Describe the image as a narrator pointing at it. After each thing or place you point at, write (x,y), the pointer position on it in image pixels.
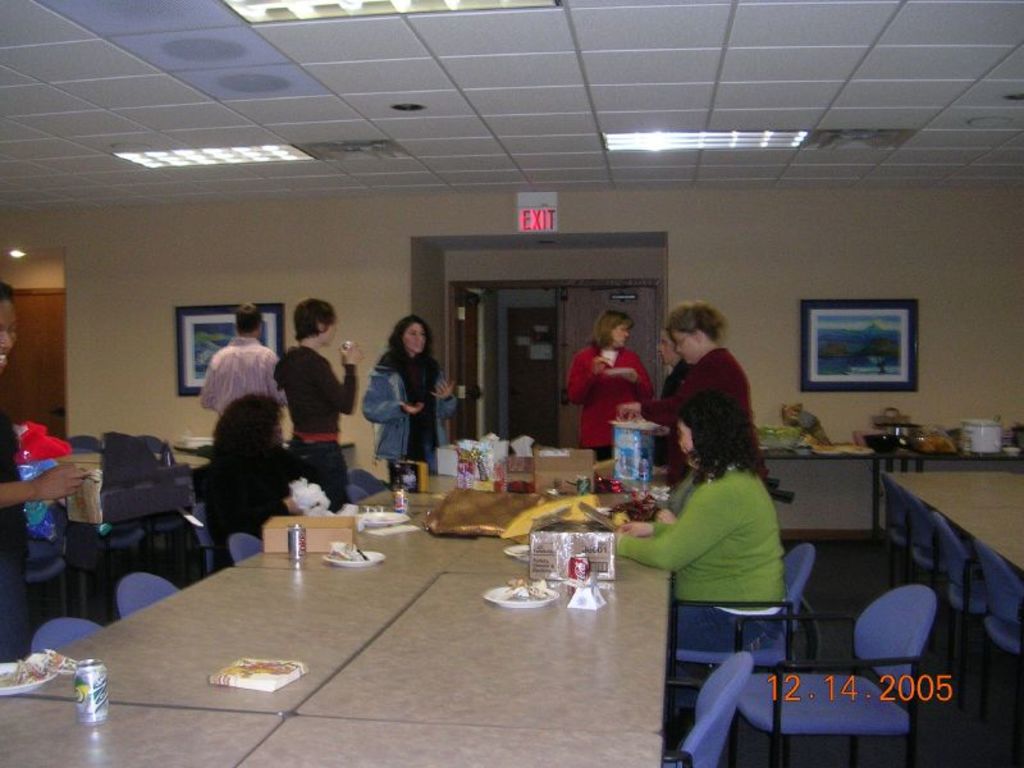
In this image i can see 2 women (735,530) sitting on the chairs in front of the table (462,585) and all other persons (432,386) are standing. In the background (831,355) i can see a wall (785,272), a photo frame (819,324) and a sign board (552,220).
